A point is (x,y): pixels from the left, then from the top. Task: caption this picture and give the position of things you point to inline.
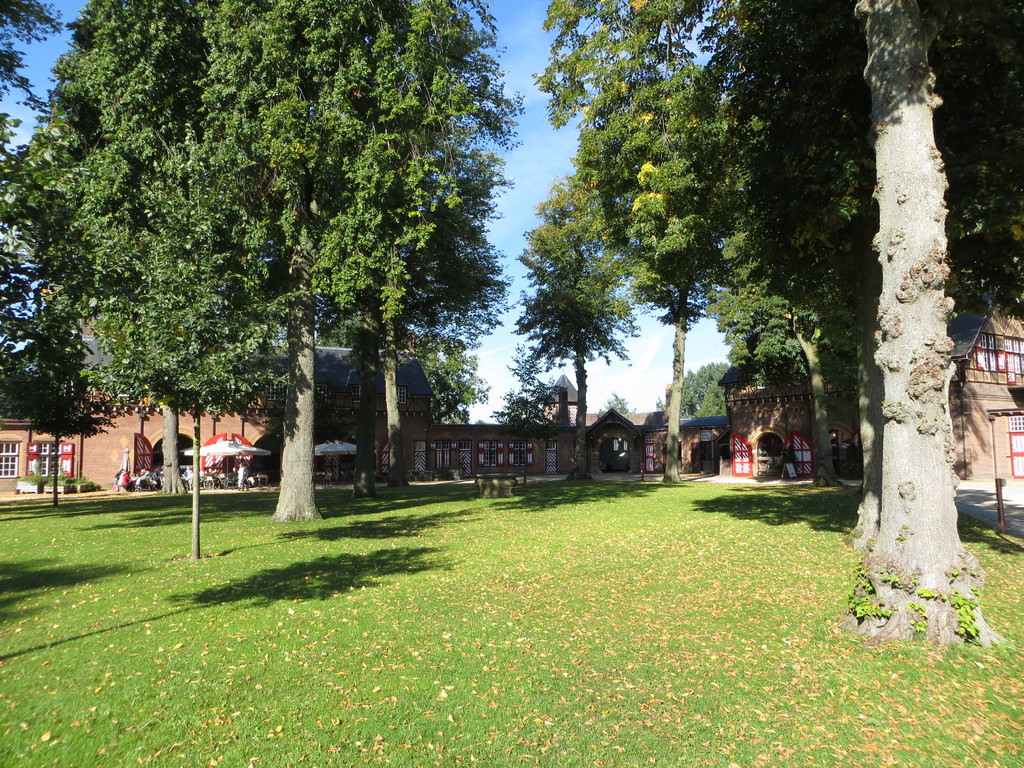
This is an outside view. At the bottom (398,712), I can see the grass (217,676). In the background (203,430) there are some buildings (220,427) and trees (492,274). At the top (508,43), I can see the sky (530,42).
